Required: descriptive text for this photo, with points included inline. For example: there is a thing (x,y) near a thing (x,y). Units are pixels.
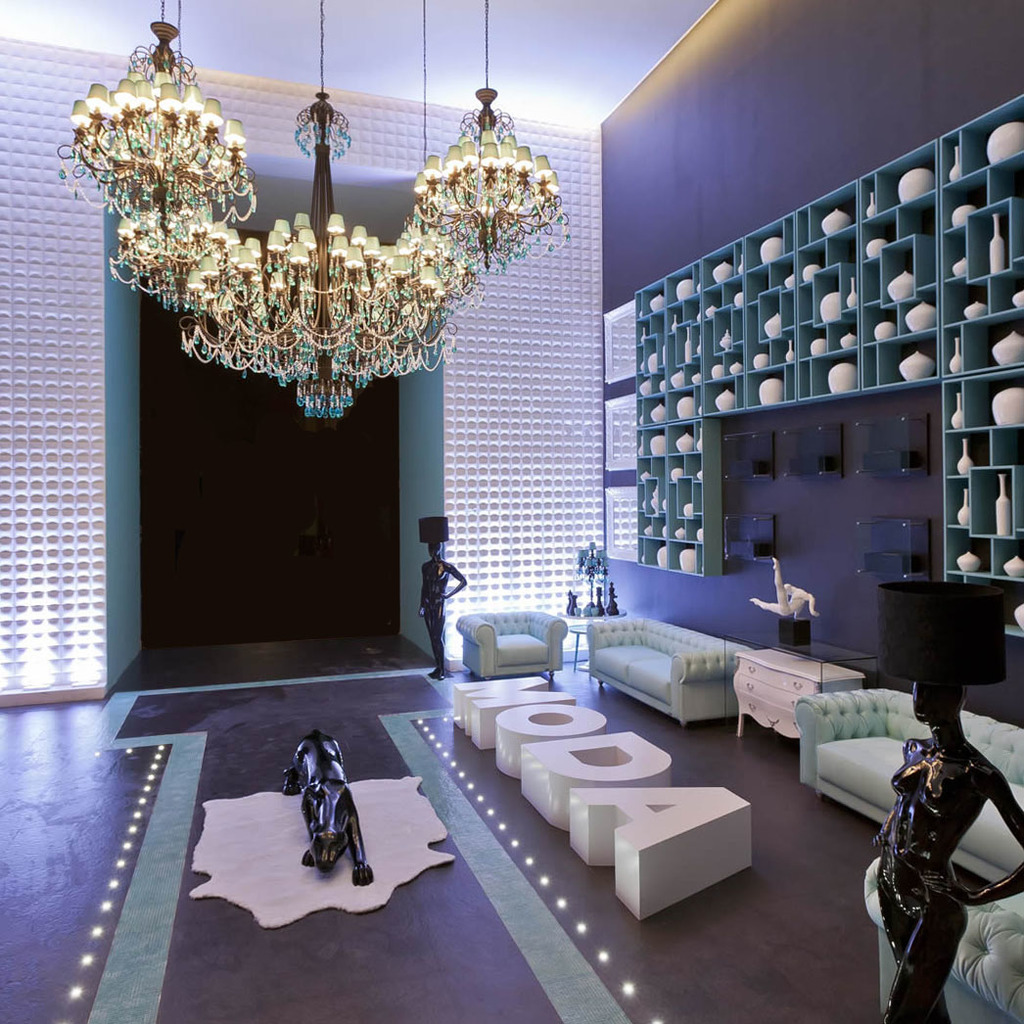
In this picture has lights (318,122) attached to the ceiling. There is a statue (437,522) over here. There is a Leopard statue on the floor (459,854) and there are some couches (631,678) and there are some decorative items (708,429) attached to wall (847,480).
